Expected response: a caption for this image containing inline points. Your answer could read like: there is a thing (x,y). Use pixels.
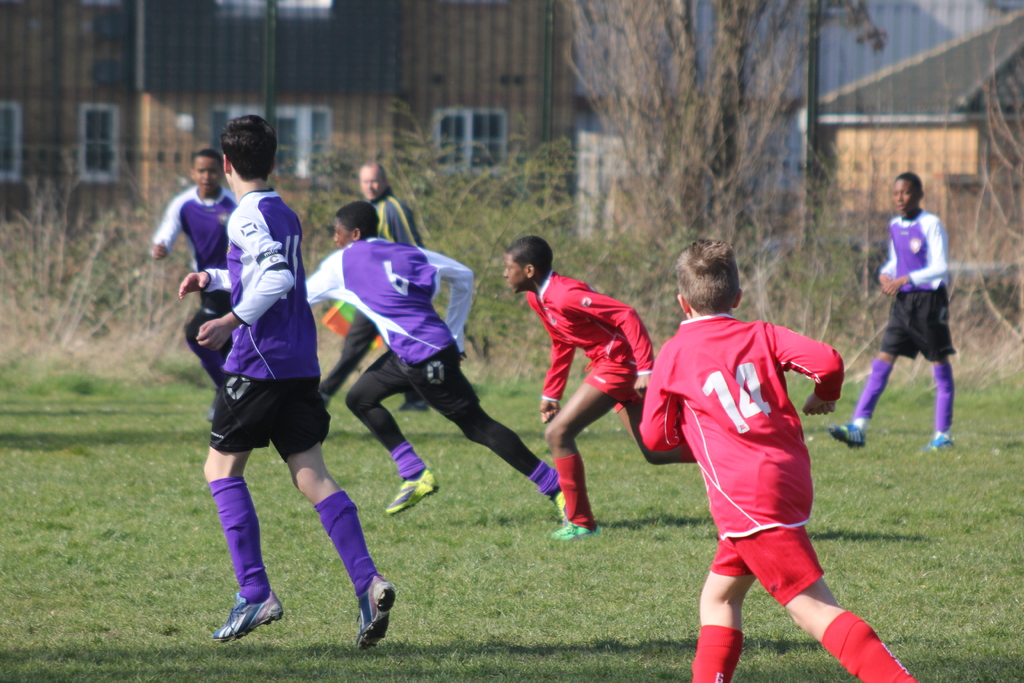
In this picture we can see a group of boys (712,574) running on the ground (234,583) and a man (369,167) walking, grass (117,418), trees (440,169) and in the background (122,131) we can see buildings (144,142) with windows (317,142).
